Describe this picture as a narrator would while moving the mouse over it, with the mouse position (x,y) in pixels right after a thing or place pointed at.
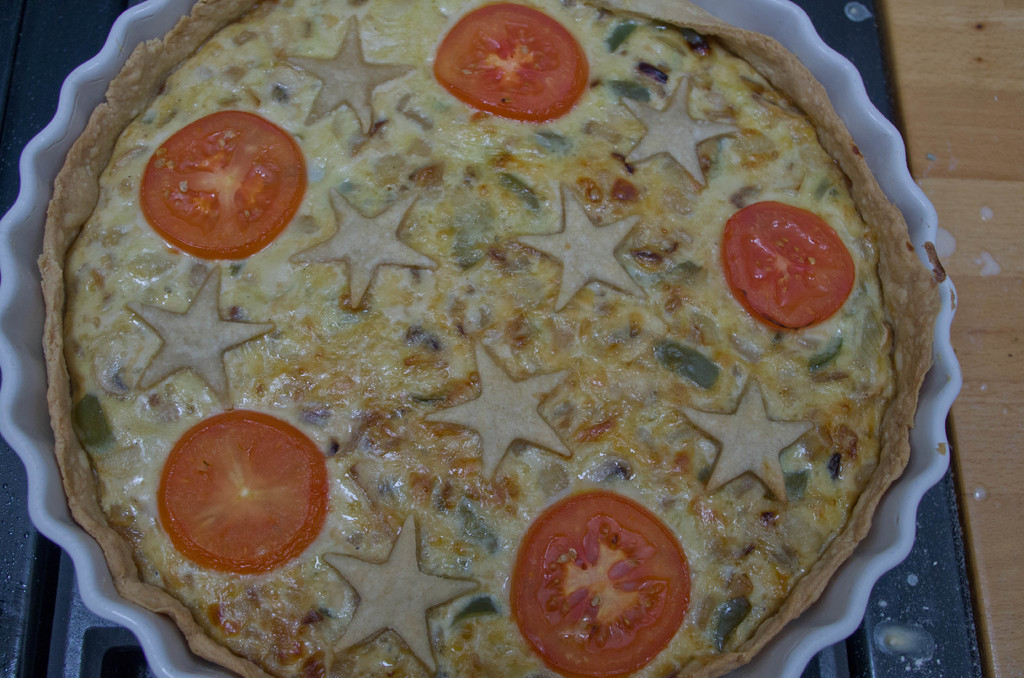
In the foreground of this image (524,509), there is a food item (499,462) on which tomatoes (605,544) are placed in a bowl (10,446) and in the background (872,627), we see the surface (962,80).
